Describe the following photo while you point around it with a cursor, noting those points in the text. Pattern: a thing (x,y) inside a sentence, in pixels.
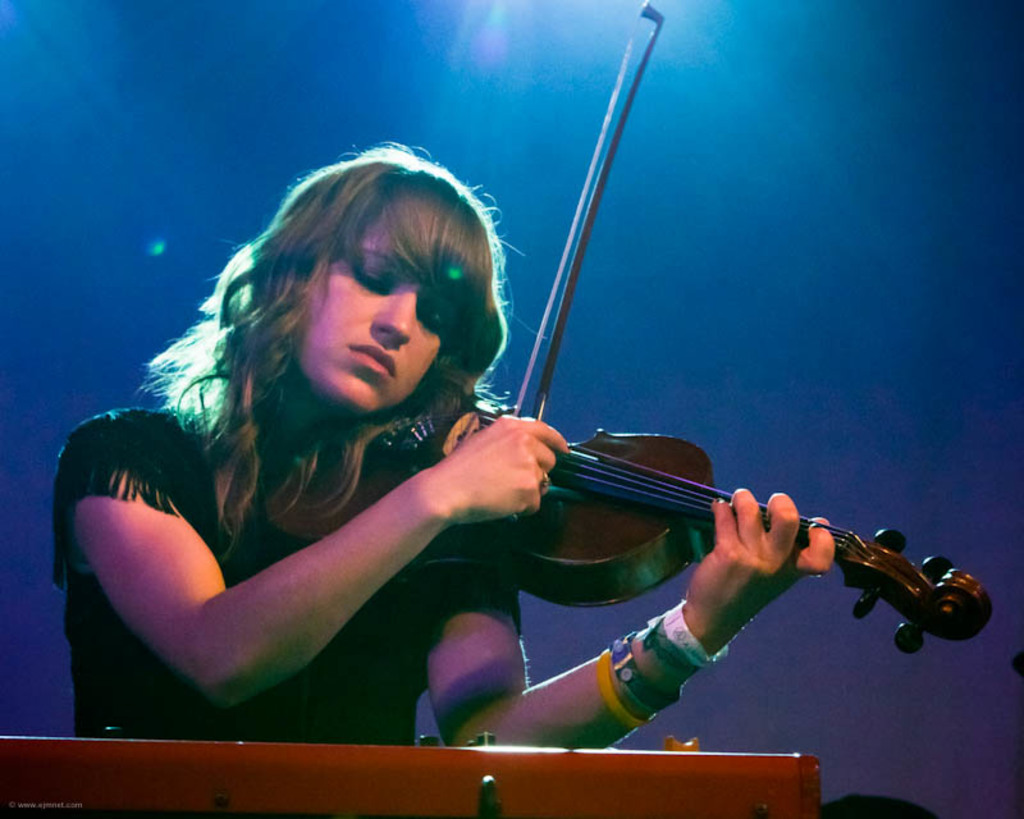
There is a woman (650,678) playing a violin (610,505).
